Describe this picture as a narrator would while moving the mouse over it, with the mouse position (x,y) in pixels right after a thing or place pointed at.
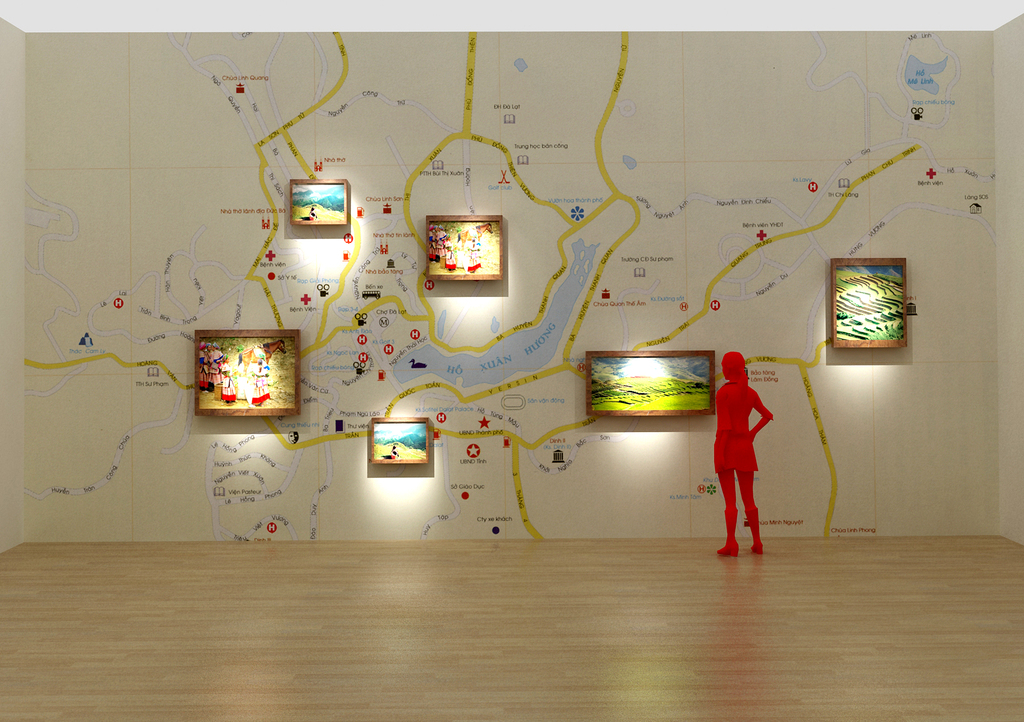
In this image in the front (730,493) there is a woman (753,491) standing. In the background (510,292) there are frames (666,353) on the wall (382,232) and there is painting (335,266) on the wall (382,254).
